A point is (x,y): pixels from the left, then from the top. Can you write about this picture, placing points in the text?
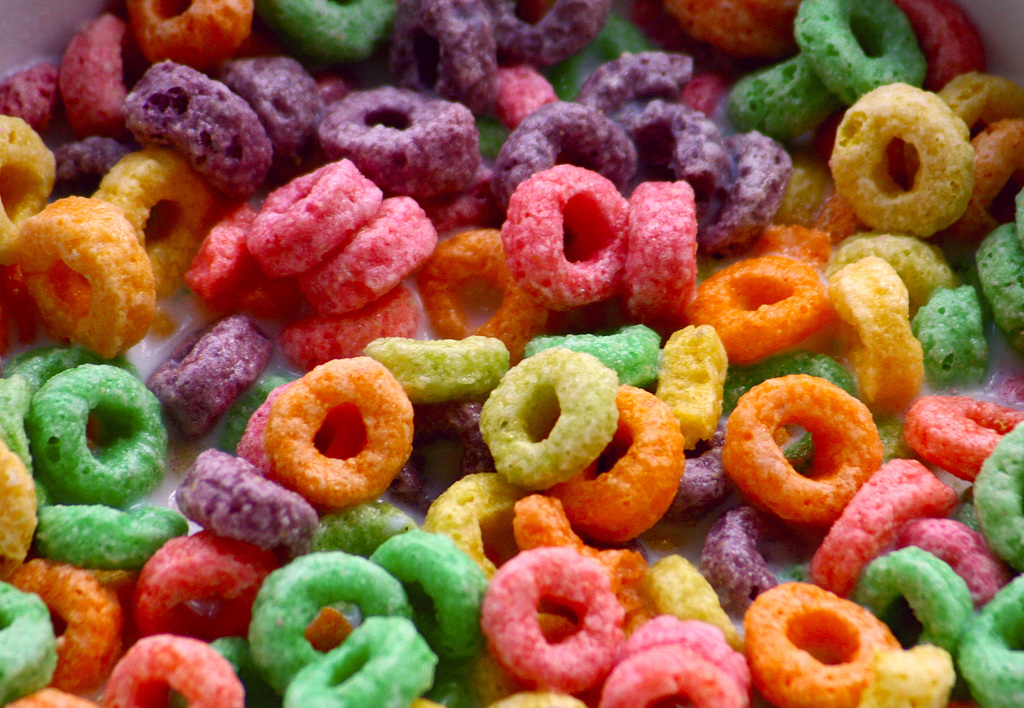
In this image we can see some fruit loops (325,331) which are in different colors like green, orange, pink, violet and yellow.
